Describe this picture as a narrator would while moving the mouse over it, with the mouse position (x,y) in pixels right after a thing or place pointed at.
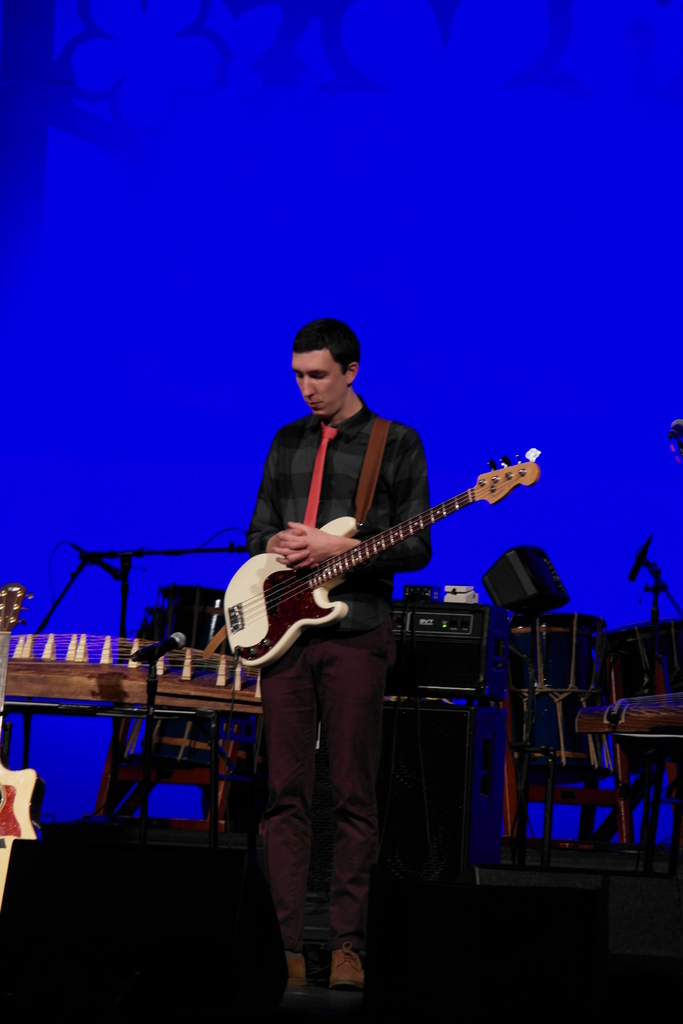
In this image there is a person (337,708) standing with guitar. At the backside of him there are few musical instruments (122,649). There is a mic (146,656) before this person (413,565).
